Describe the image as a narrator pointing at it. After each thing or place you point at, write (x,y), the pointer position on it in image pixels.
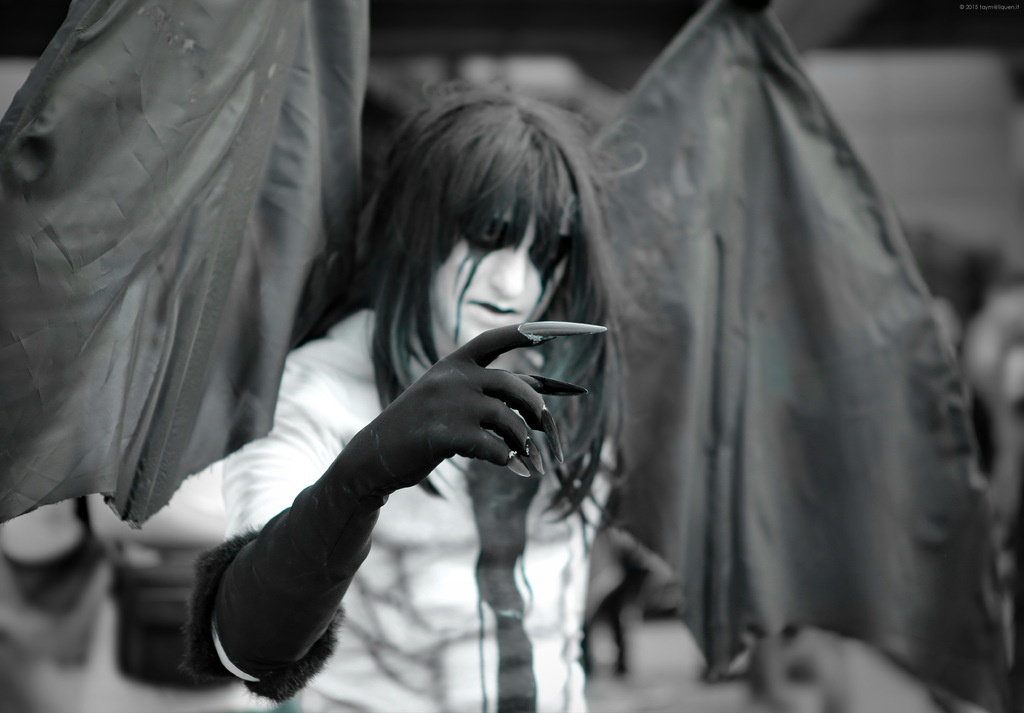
It is the black and white image in which there is a girl (384,262) in the middle (369,306). There are sharp and long nails (584,332) to her hand (475,382). Behind her there are two wings (187,107). There is painting (502,281) on her face (474,288).
